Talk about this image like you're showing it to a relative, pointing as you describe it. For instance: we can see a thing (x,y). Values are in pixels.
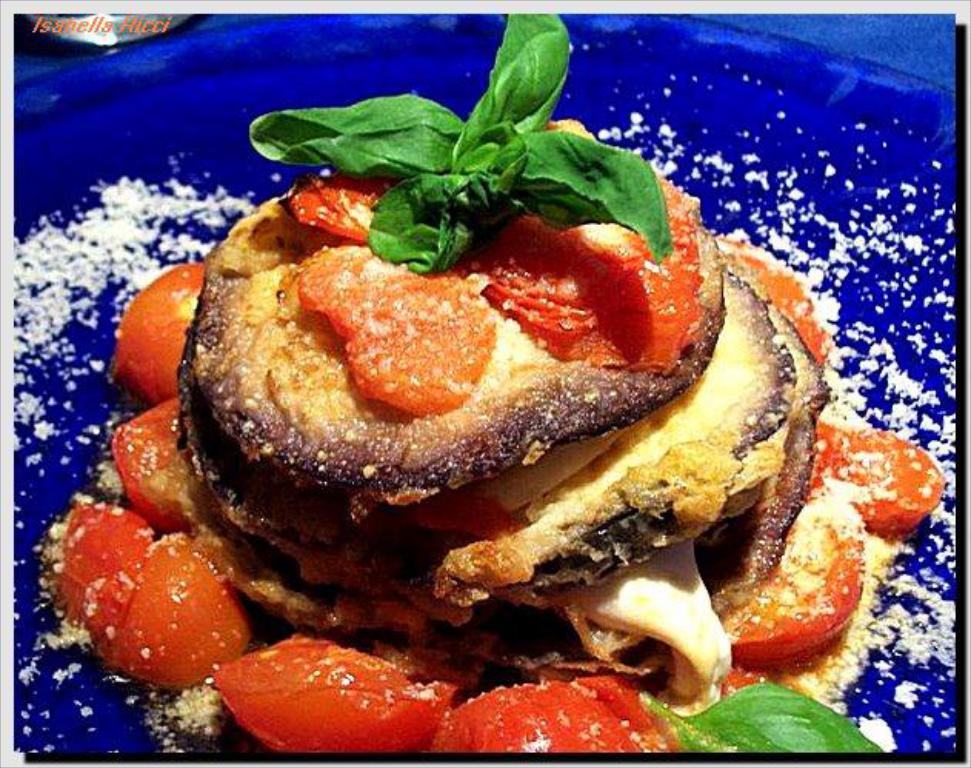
In this image I can see the food (308,119) in the blue color object (85,168) and the food (343,298) is in brown, red, green and cream color.
